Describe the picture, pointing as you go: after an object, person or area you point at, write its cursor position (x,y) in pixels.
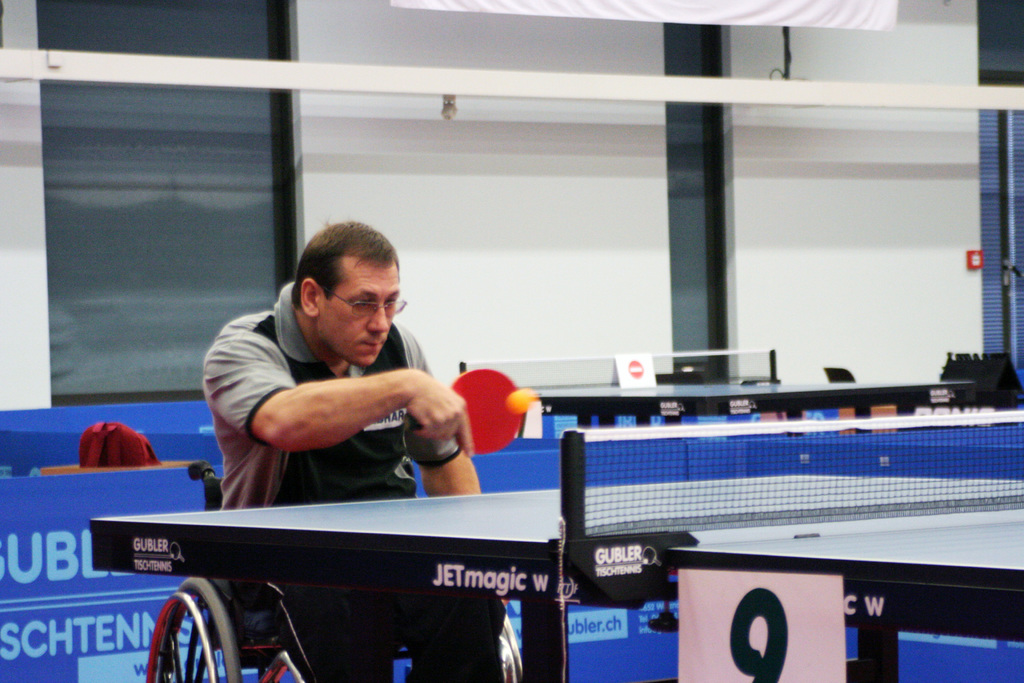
In this picture we can see a man (356,318) sitting on the wheelchair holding the bat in front of the table (939,551) and behind him there are the windows (194,276) and the other tables (596,361).
